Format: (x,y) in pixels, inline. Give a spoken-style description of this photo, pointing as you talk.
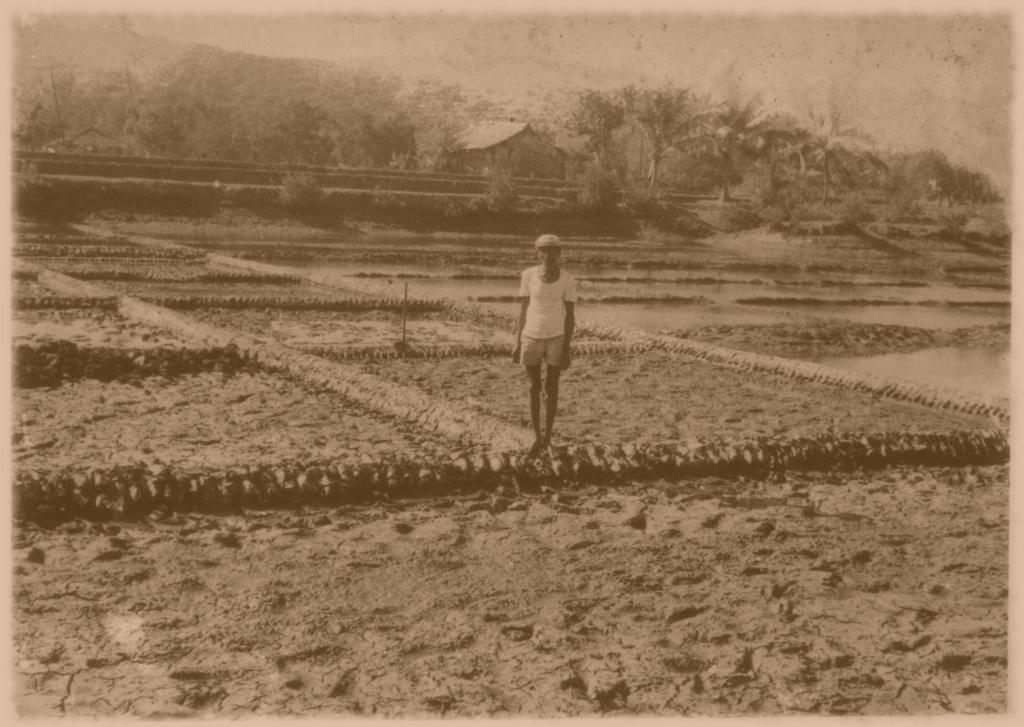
In the foreground of this image (532,272), there is a man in farming fields (347,507). In the background (505,140), we see a house (517,145), trees (768,142), mountains (400,103) and the sky (917,74).
